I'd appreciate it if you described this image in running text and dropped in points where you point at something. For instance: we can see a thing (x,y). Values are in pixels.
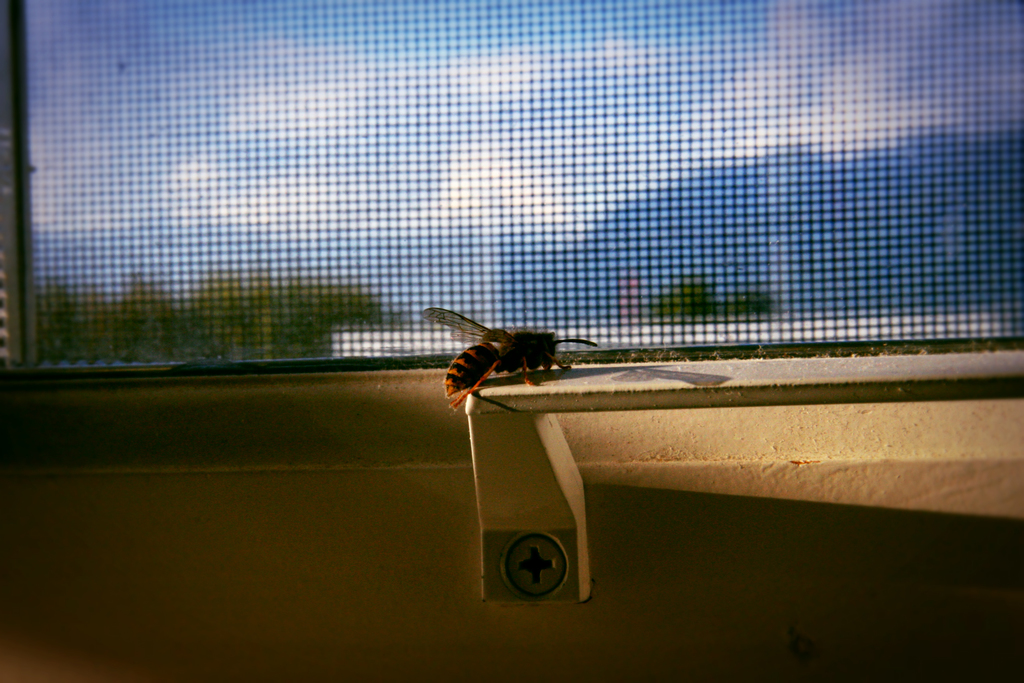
As we can see in the image there an insect (468,349), wall (787,514) and a window (279,161). Outside the window (278,141) there is a sky (778,14) and trees (299,308).
